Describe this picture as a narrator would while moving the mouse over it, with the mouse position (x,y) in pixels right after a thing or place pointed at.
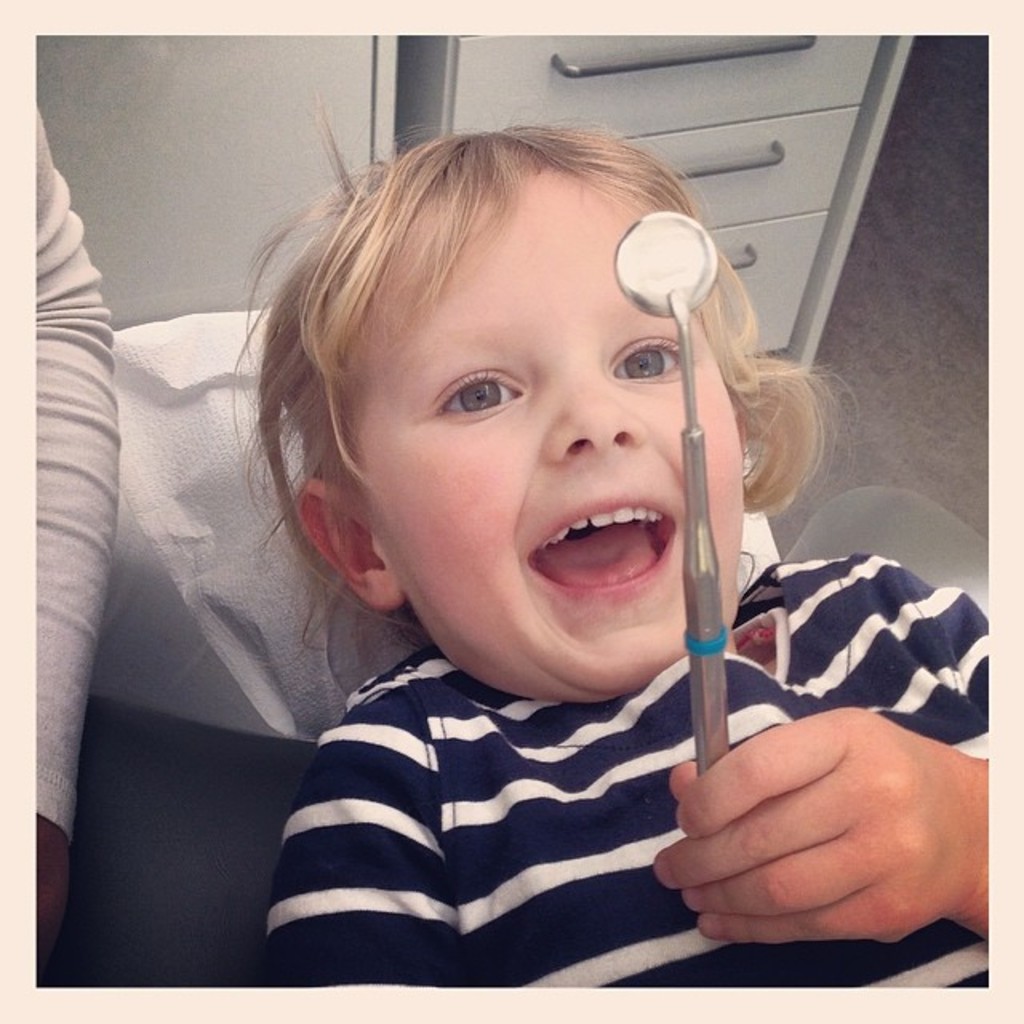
In this image I can see two people (425,889) with white and navy blue color dresses (317,818). I can see one person (397,801) is holding the object (697,614). In the background (407,62) I can see the cupboard (489,46).
